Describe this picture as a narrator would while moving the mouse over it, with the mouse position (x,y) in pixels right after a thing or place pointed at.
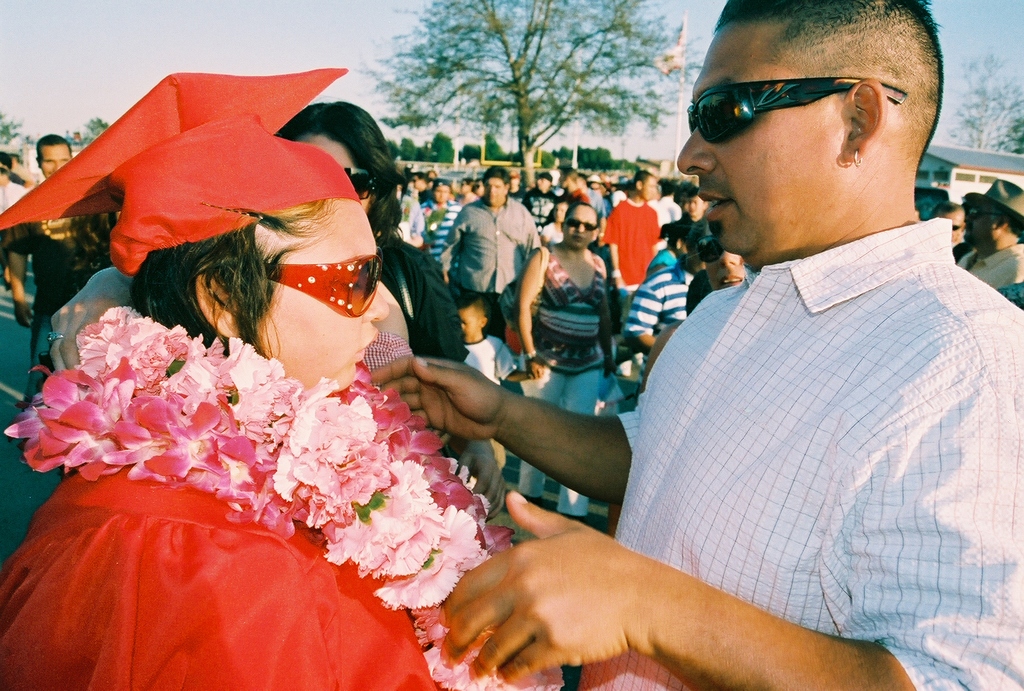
In front of the image there are two people (798,505). Behind them there are a few other people (488,314) walking on the road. In the background of the image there are trees (599,73), buildings (929,182), flags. At the top of the image (205,49) there is sky (126,28).
